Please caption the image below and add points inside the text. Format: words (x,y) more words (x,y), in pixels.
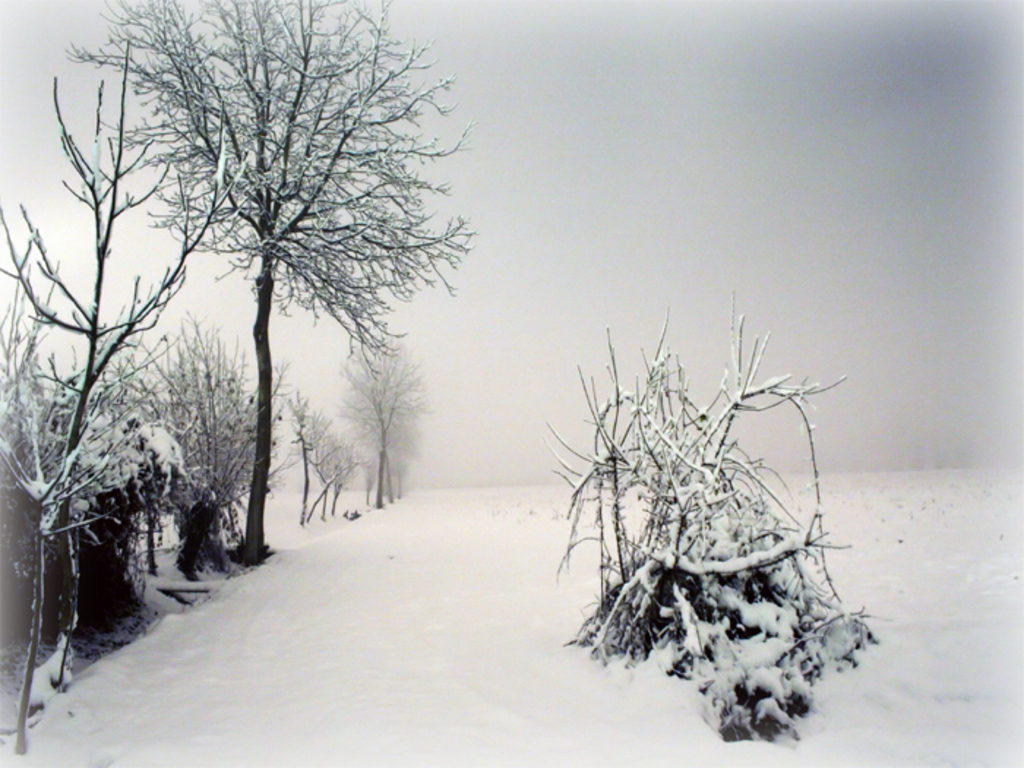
In this picture there are trees (23,433) in the image, which are covered with snow (162,427) and there is snow (340,633) on the floor (463,546).
